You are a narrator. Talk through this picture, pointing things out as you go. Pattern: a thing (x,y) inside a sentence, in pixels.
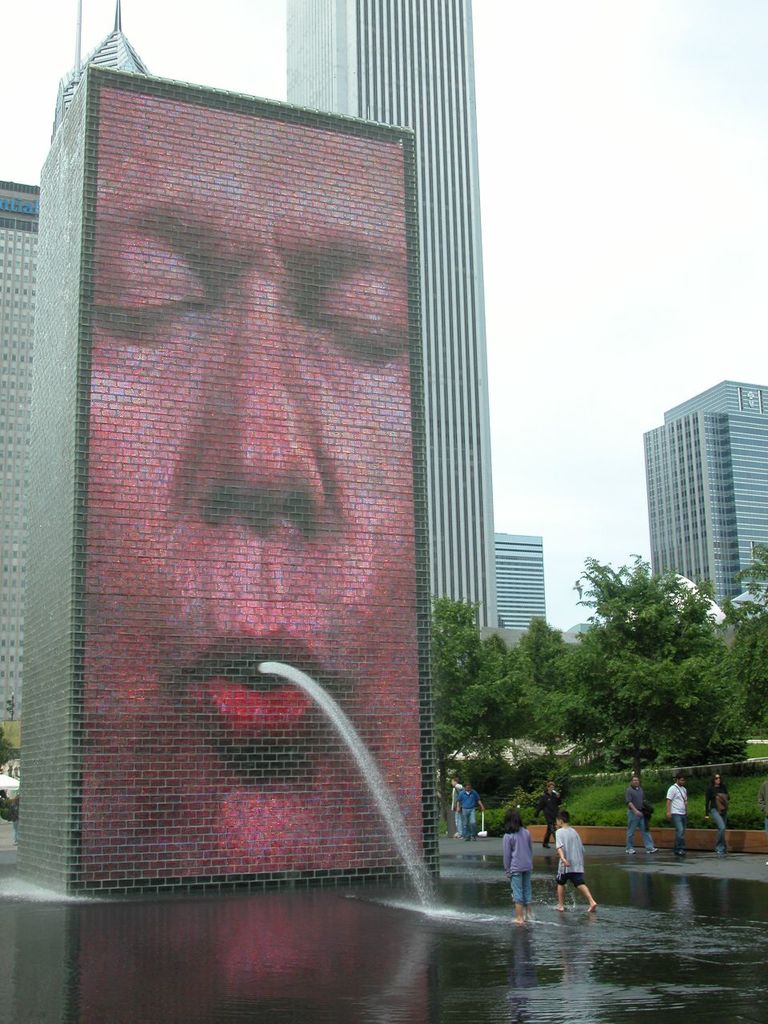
On the left side (115,286), there is a waterfall (271,665) from a wall (136,399), on which there is a painting (362,403) of a person's face (391,688). On the right side (558,790), there are persons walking on a wet road (727,907). In the background (534,732), there are trees (754,651), buildings (752,536), plants (470,766) and grass (587,808) on the ground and there are clouds (663,17) in the sky (500,1).
